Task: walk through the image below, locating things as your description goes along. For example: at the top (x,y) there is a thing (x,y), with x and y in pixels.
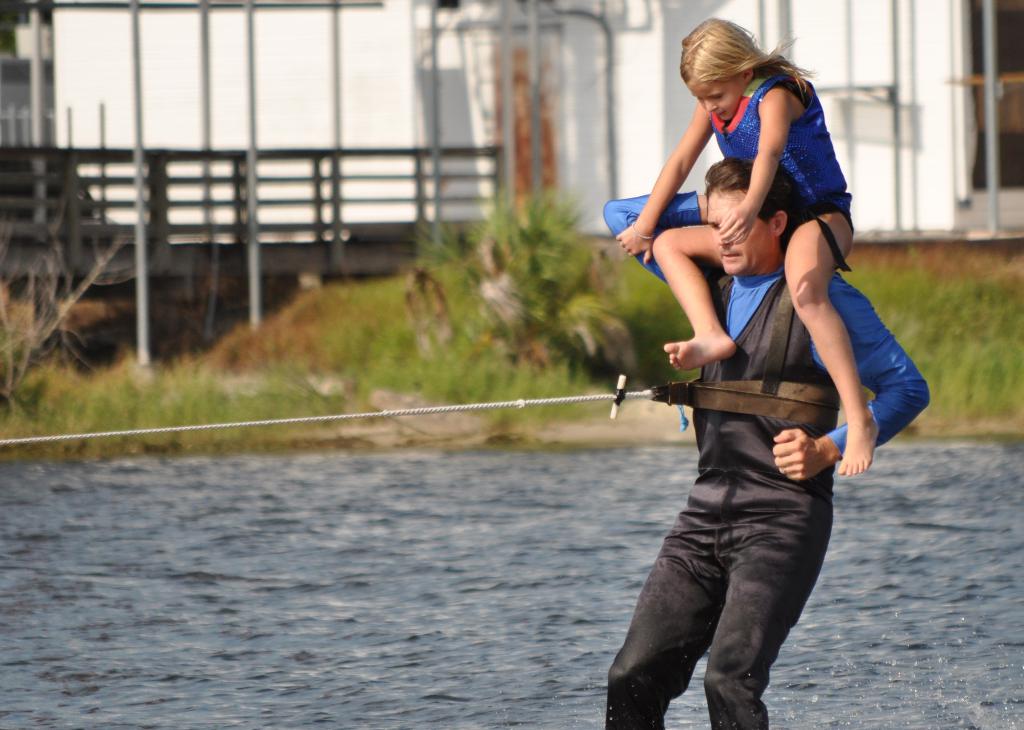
In this image, we can see a man (783,369) standing, there is a girl (802,165) sitting on the shoulders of man (741,345), we can see water (278,546). There is grass (997,289) on the ground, we can see the fence (61,226).
